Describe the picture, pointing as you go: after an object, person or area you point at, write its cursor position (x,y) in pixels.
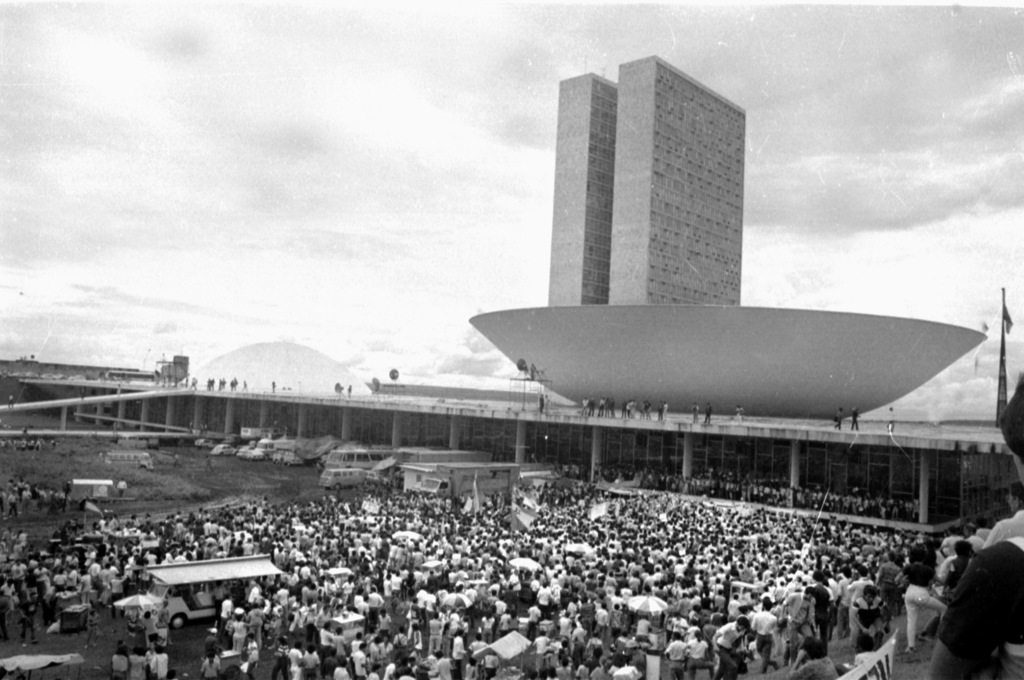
This image is taken outdoors. This image is a black and white image. At the top of the image (265,202) there is a sky (371,71) with clouds (705,30). At the bottom of the image (195,561) many people (43,556) are standing on the ground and a few are walking. There are a few umbrellas (654,604) and there are a few stalls (502,657). Many vehicles (336,448) are parked on the ground (168,472). There is a banner (873,670) with a text (888,674) on it. In the middle of the image (381,416) there is a building (562,431) with pillars (523,449) and a roof (140,388). There is an architecture (648,309) and there are two buildings (629,210) with walls (647,225), windows (669,205) and doors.
